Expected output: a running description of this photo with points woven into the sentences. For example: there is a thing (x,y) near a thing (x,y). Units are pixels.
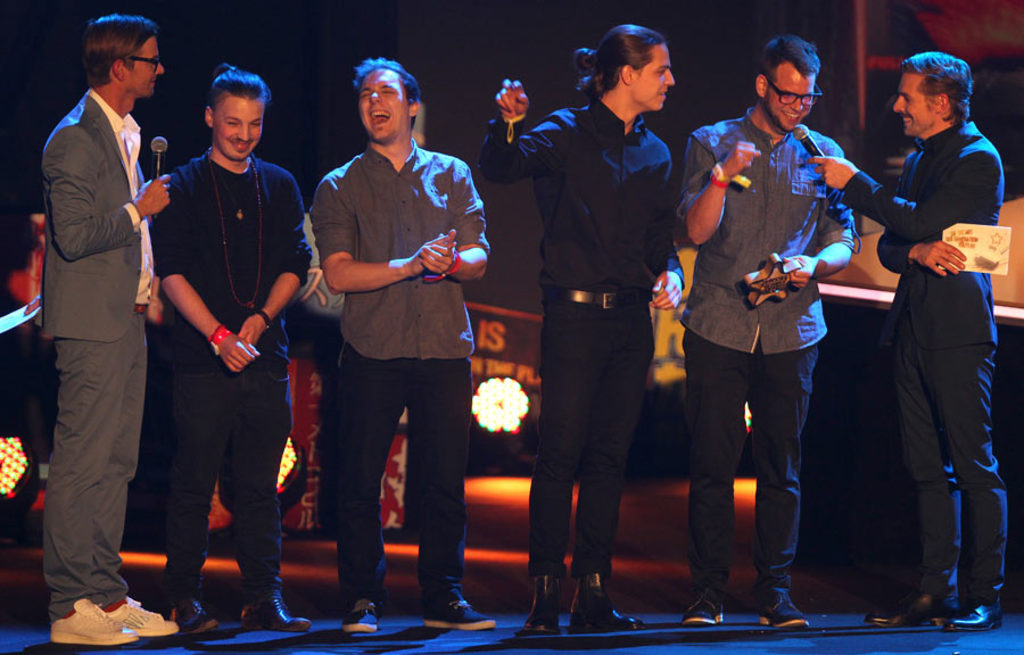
In this image there are group of persons (586,248) standing, there are persons (734,216) holding objects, there are lights (499,417), there is an object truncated towards the right of the image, there is a light (28,458) truncated towards the left of the image (20,477), there is board (499,355), there is text (490,328) on the board (509,332), there is a curtain (336,37) truncated towards the top of the image (215,29), the background of the image (477,36) is dark.
